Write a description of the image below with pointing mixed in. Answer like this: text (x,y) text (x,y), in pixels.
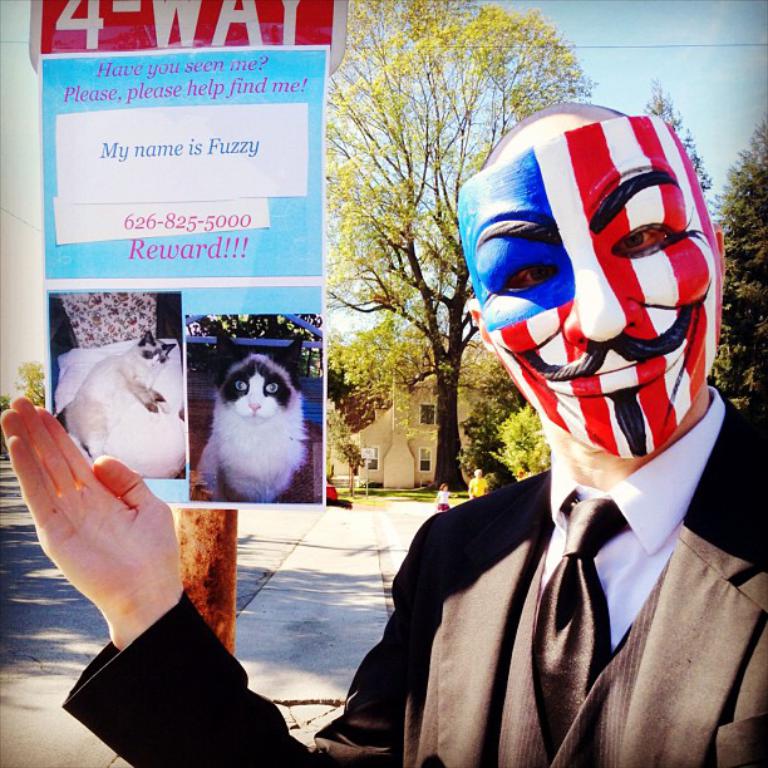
In the foreground of the image (505,576) there is a person (561,592) wearing suit (516,757) and a mask (552,404). In the background of the image (428,351) there are trees (384,370), house (432,474). There is a pole (230,640) with a board (194,305) on it with some text (168,247) and images (140,377) of a cat (227,381). At the bottom of the image (65,747) there is road (46,753). At the top of the image (644,32) there is sky (602,21).
